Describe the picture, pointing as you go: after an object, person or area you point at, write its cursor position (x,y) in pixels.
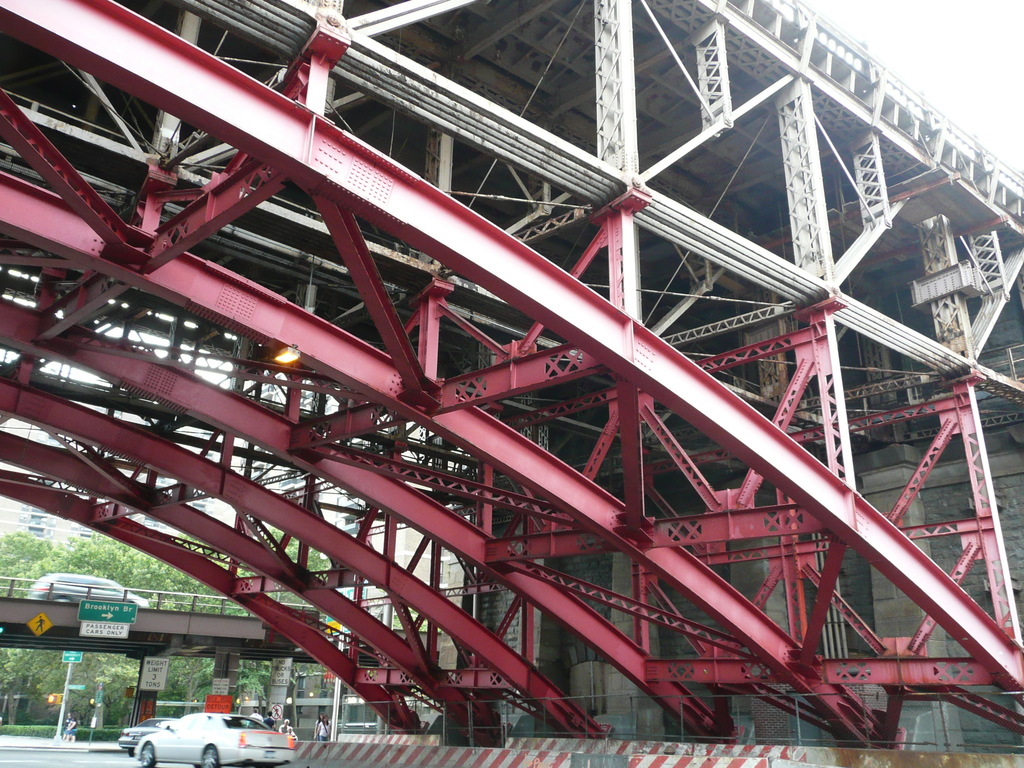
In the picture we can see a bridge (603,714) with full of iron poles (404,335) to it and under it we can see a car (212,745) on the road (125,760) and near it we can see another bridge (78,627) and top of it we can see a car (77,595) and in the background (0,574) we can see full of trees (94,681), poles (67,679) and building wall (42,525).
